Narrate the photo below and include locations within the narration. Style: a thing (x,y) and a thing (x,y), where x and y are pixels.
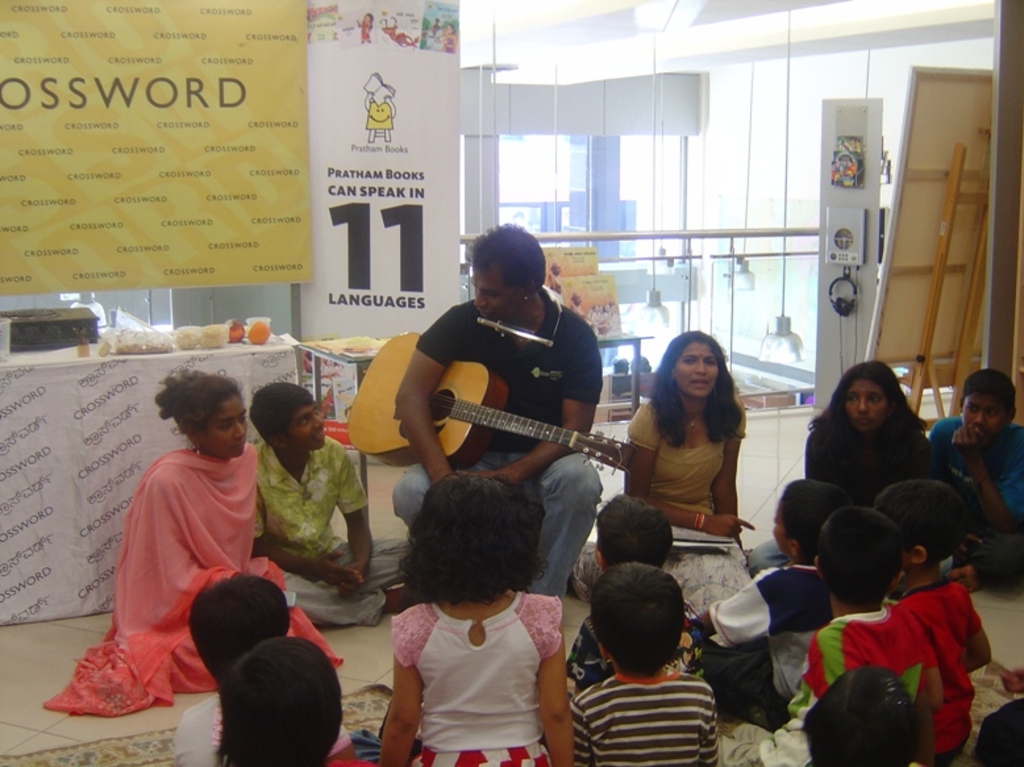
In this image I can see the group of people (614,564) sitting. Among them one person (535,451) is holding the guitar (374,423). In the background (391,188) there is a glass (554,162) and many boards (199,252) attached.
